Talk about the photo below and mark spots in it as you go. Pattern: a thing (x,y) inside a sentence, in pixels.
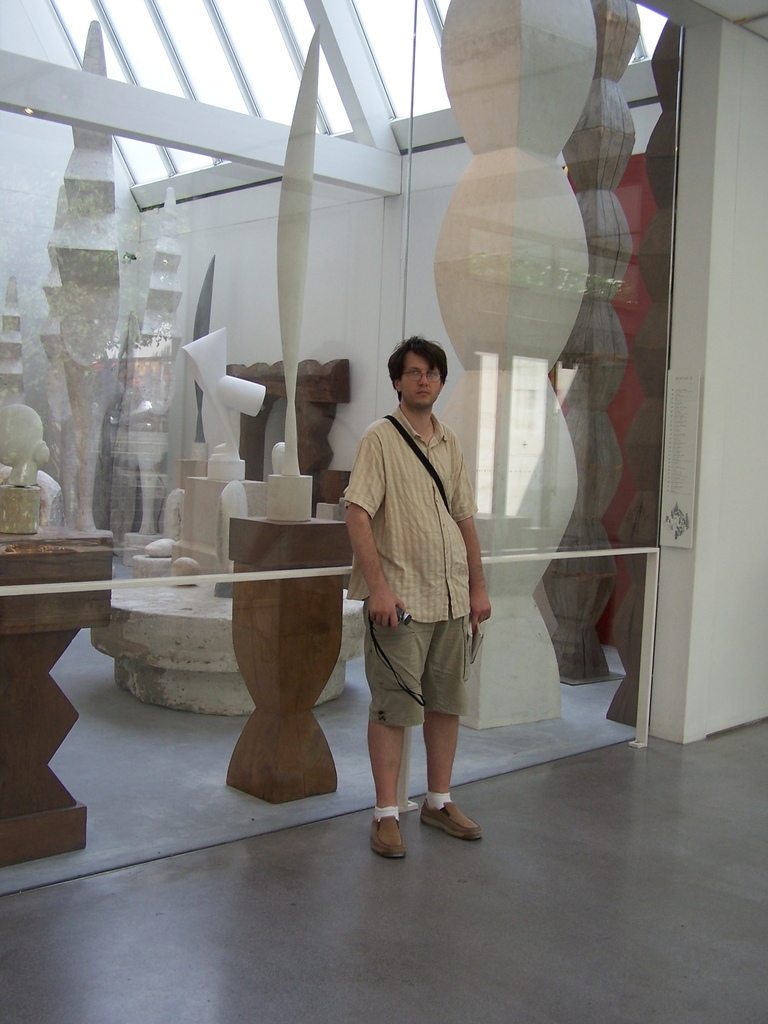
In the center of the picture (414,556) there is a person (441,519) standing, behind him there are many objects (216,347). On the right (736,280) it is wall (731,403). At the top (214,45) it is ceiling (226,48).
